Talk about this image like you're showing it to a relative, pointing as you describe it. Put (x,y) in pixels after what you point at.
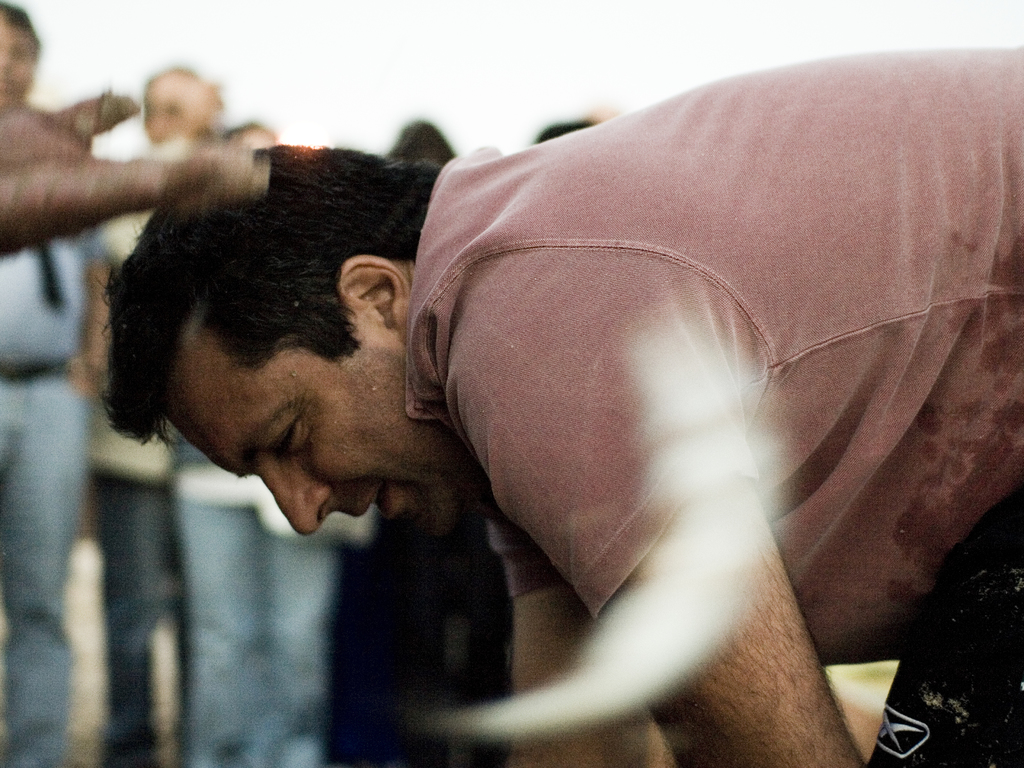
On the right side of this image (714,275) a man (627,254) is wearing a t-shirt (575,355) and bending. In the background (120,518), I can see few people (190,557) are standing.
